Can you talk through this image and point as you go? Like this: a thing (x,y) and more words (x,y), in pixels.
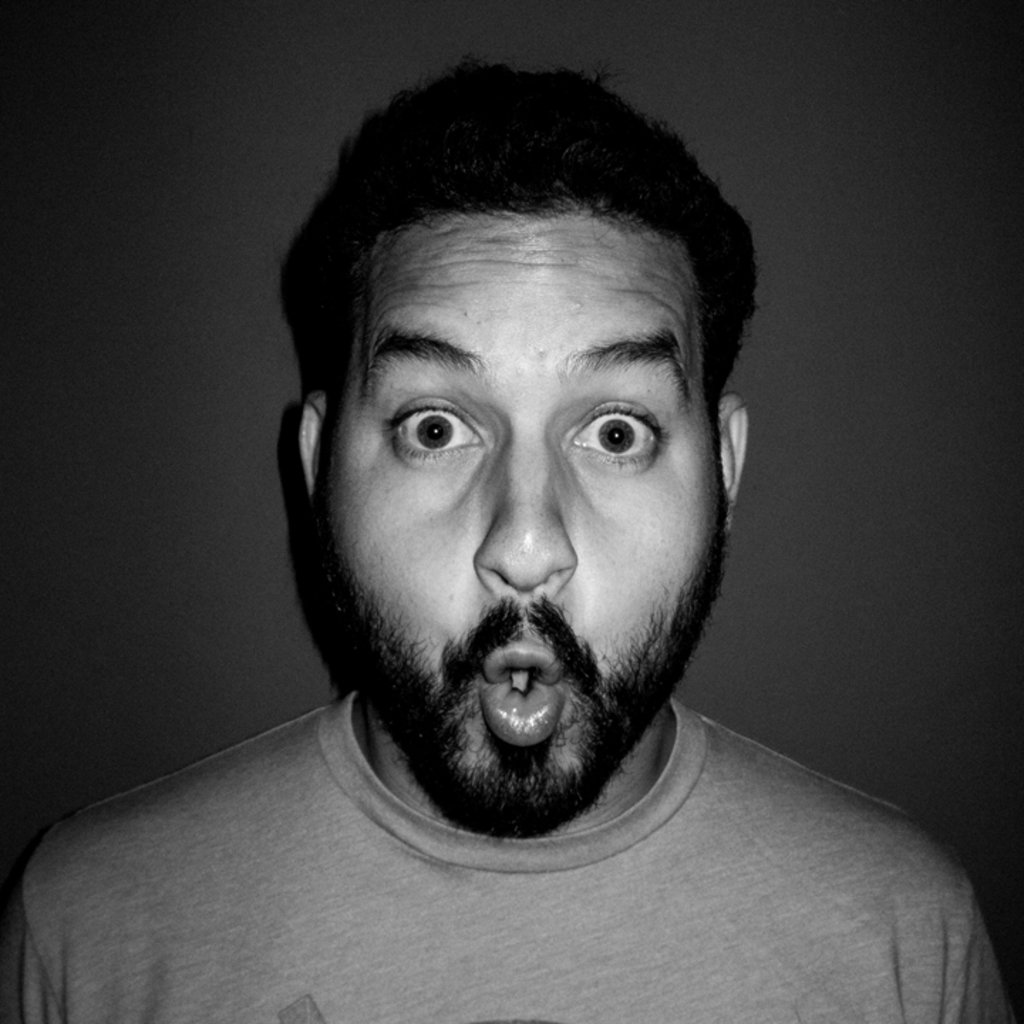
In this image I can see the person (183,980) and the image is in black and white.
